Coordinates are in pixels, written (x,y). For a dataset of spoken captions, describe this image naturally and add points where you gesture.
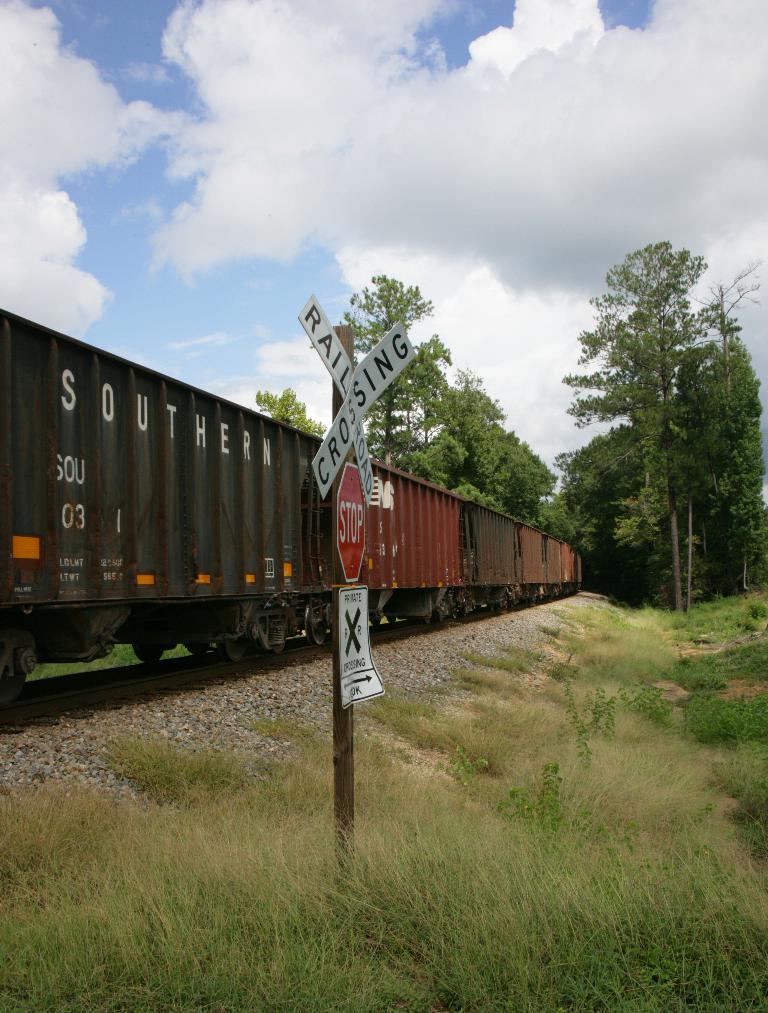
In this image we can see train wagons (548,549) on the track (57,681). In the background (422,403) we can see a pole (333,415) containing sign board (351,486) on it, group of trees (516,454) and cloudy sky (477,258).
